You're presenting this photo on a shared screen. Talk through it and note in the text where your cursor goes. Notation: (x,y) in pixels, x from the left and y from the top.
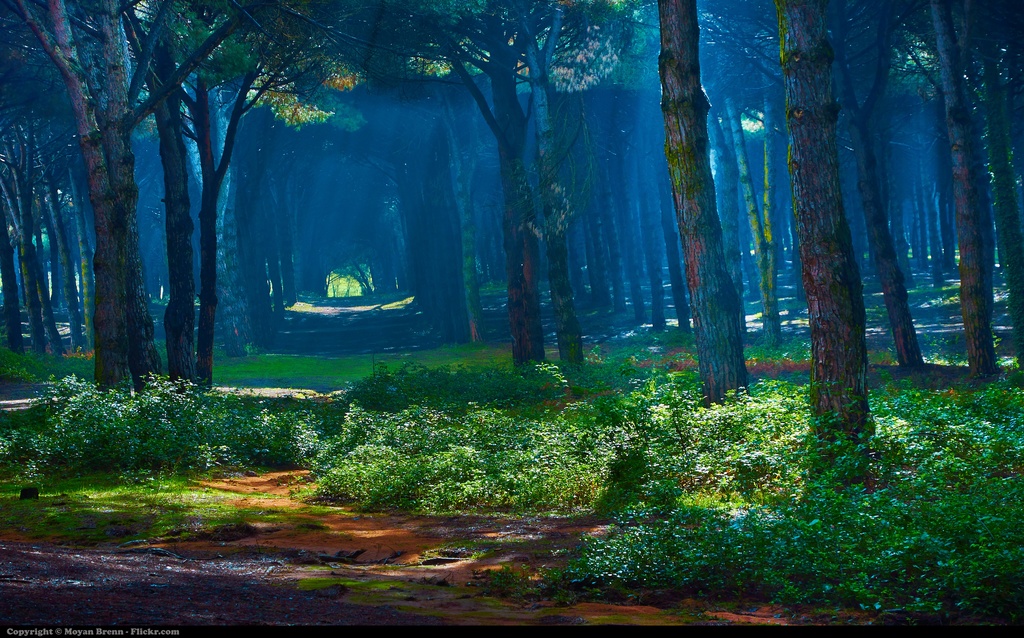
These are the trees (296,72) with branches (925,74) and leaves (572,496). I can see the plants (295,433). At the bottom of the image (15,630), I can see the watermark (157,627).
